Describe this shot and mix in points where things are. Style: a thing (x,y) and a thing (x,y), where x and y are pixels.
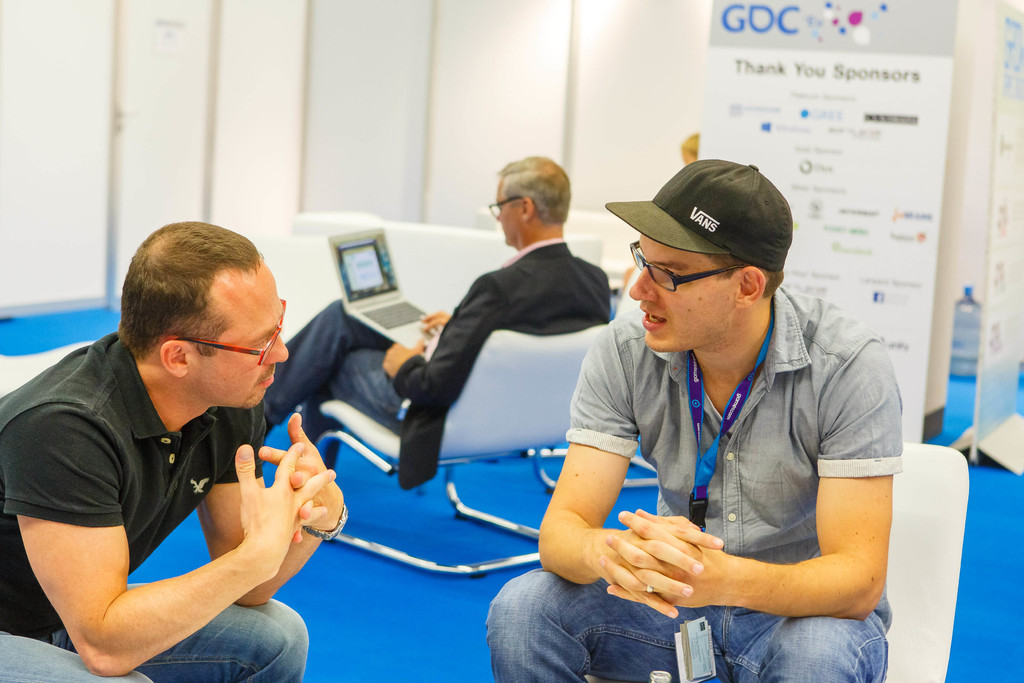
In this picture there are two men (141,447) sitting on the chair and discussing something. Behind there is a man (430,385) wearing black color coat (417,377) is sitting on the chair (341,435) and working on the laptop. In the background (851,205) there is a white rolling banner (890,183) and wall (637,91).
